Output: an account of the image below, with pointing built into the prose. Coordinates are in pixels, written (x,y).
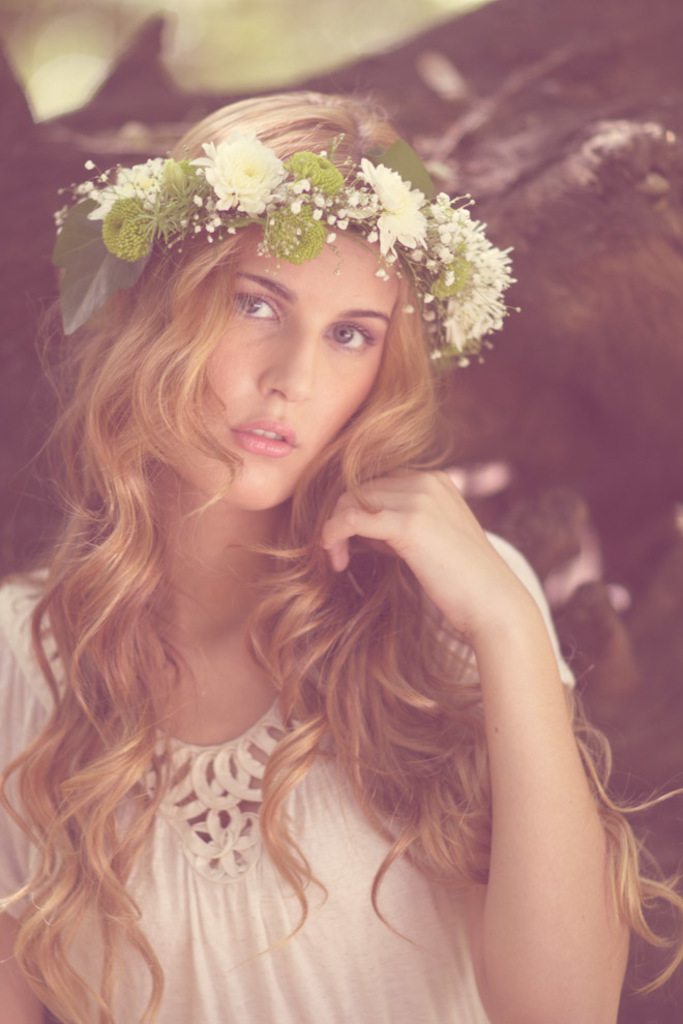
In this image I can see a woman (172,486) wearing white colored dress (215,822) and a head band (279,179) which is cream and green in color. In the background (525,316) I can see few blurry objects (542,314).
